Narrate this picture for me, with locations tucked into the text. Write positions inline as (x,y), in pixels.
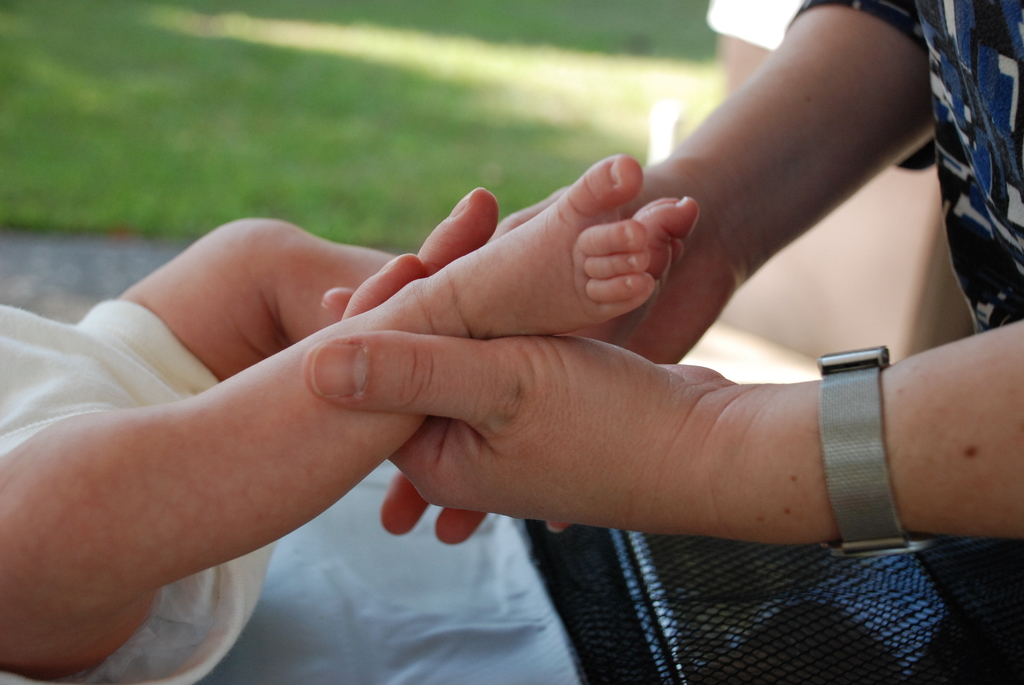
In this image, we can see a person (824,68) whose face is not visible holding a baby leg (279,410) with his hand (496,410). In the background (115,87), image is blurred.
